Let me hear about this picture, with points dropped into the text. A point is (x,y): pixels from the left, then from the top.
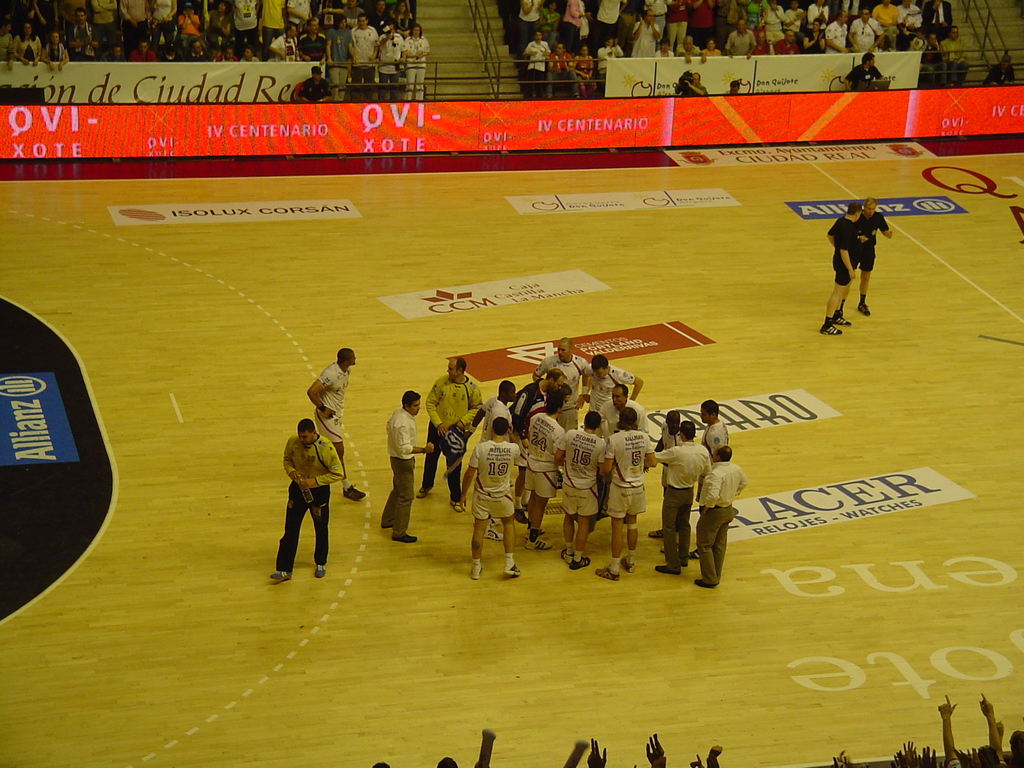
In this image few persons (409,516) are standing on the floor (879,395). Bottom of the image (653,767) there are few persons (985,749). Behind the banner (707,117) there is a person (701,84) holding a camera (687,91) in his hand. Top of the image (583,62) there are few persons (697,12) behind the fence (467,76) having few banners (612,77) attached to it.
